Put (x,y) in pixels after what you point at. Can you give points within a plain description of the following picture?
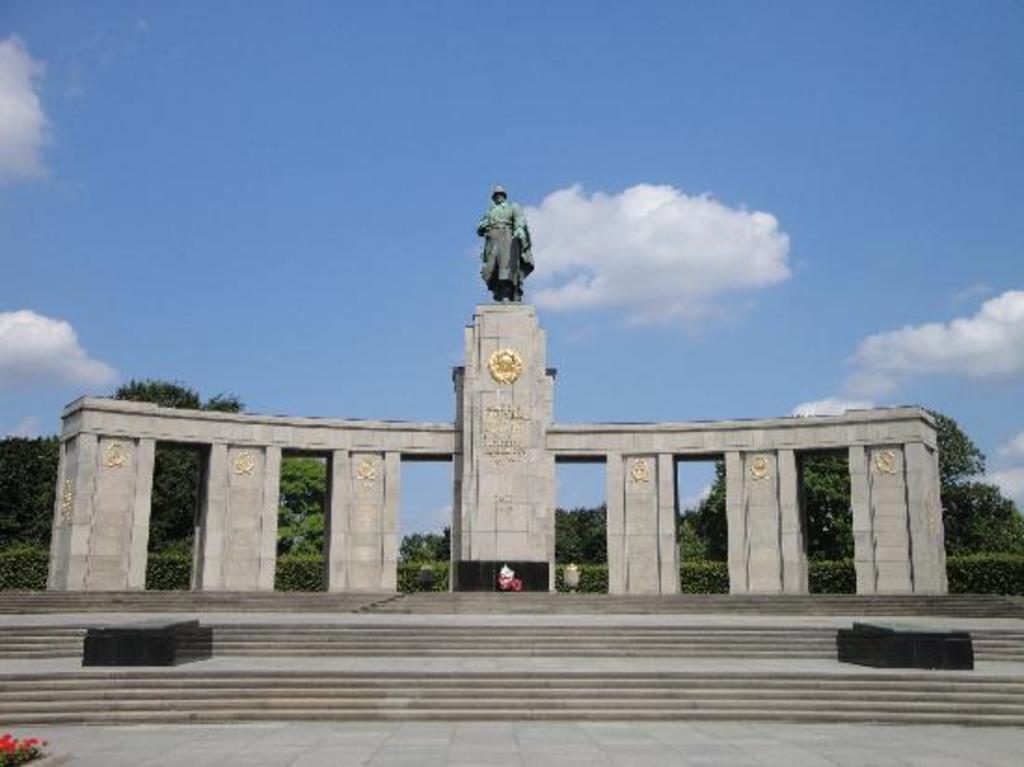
In this image we can see a memorial (542,503). There are pillars (516,420) and there is a statue (511,213) on the top of the pillar (514,341). In front of that there are steps (423,646). In the background (36,508) there are trees (49,517) and sky (640,208) with clouds (613,226).
